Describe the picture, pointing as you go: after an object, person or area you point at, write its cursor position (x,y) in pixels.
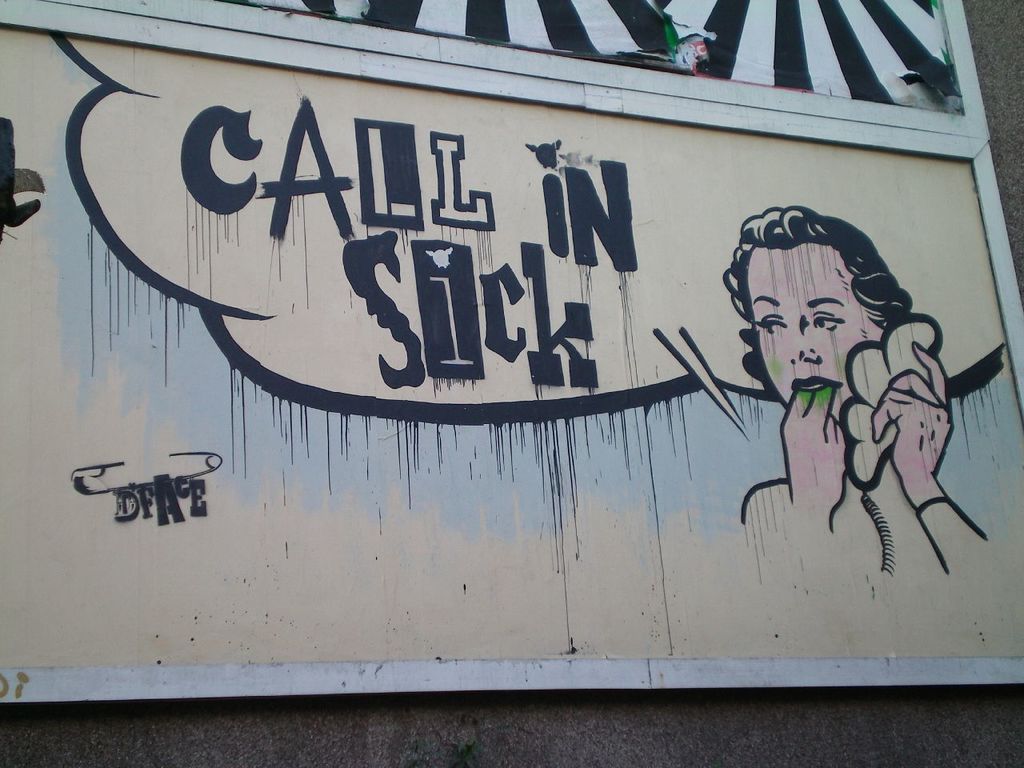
In this picture, it seems like a poster, where we can see depiction (809,439) and text (598,225).
